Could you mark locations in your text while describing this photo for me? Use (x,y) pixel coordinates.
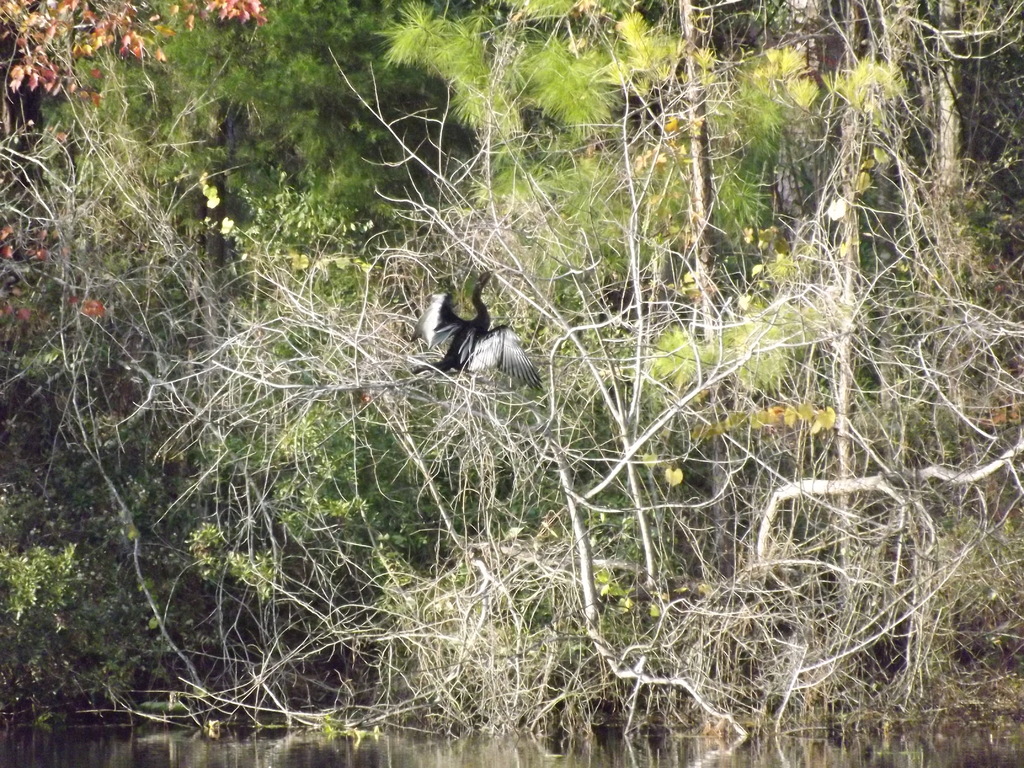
In this image at the bottom (37,748) we can see water (172,739). There is a bird (479,295) on a plant (473,447). In the background (113,60) we can see trees (172,199) and plants (273,365).
